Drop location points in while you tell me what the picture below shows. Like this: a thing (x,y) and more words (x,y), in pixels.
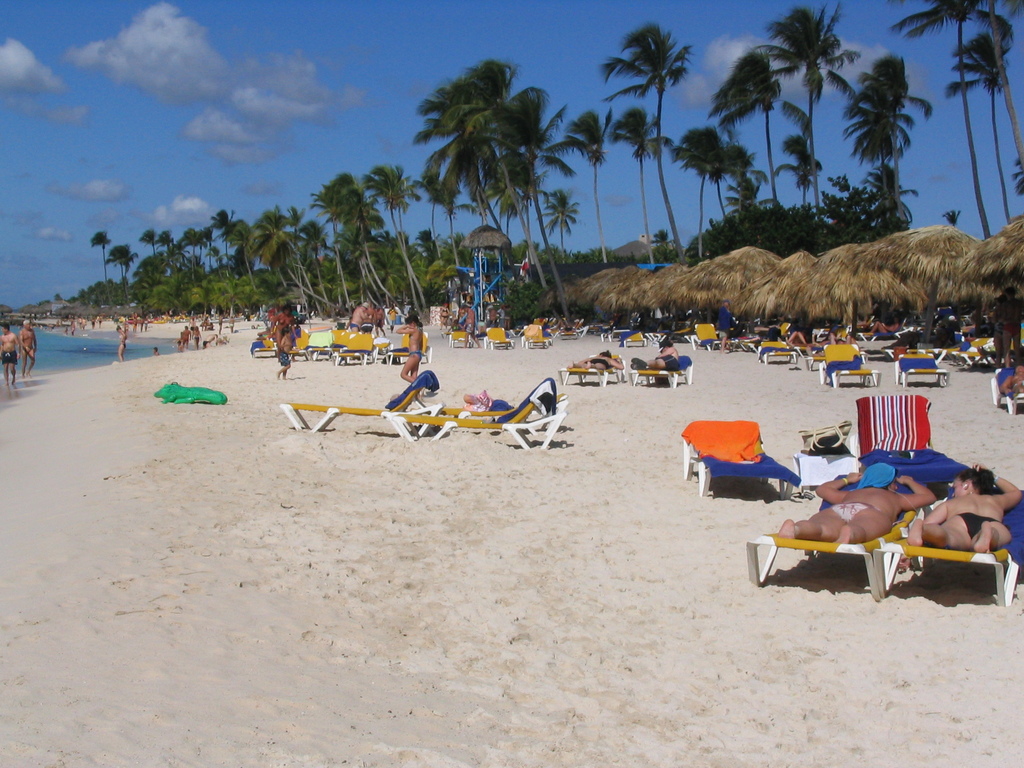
In this image I can see the beach (304,592) and few beach beds (616,355). I can see few persons (877,497) sleeping on the beds (672,377), few persons (293,331) standing, few trees (295,271) which are green in color and the water (84,342). In the background (138,49) I can see the sky (139,131).
